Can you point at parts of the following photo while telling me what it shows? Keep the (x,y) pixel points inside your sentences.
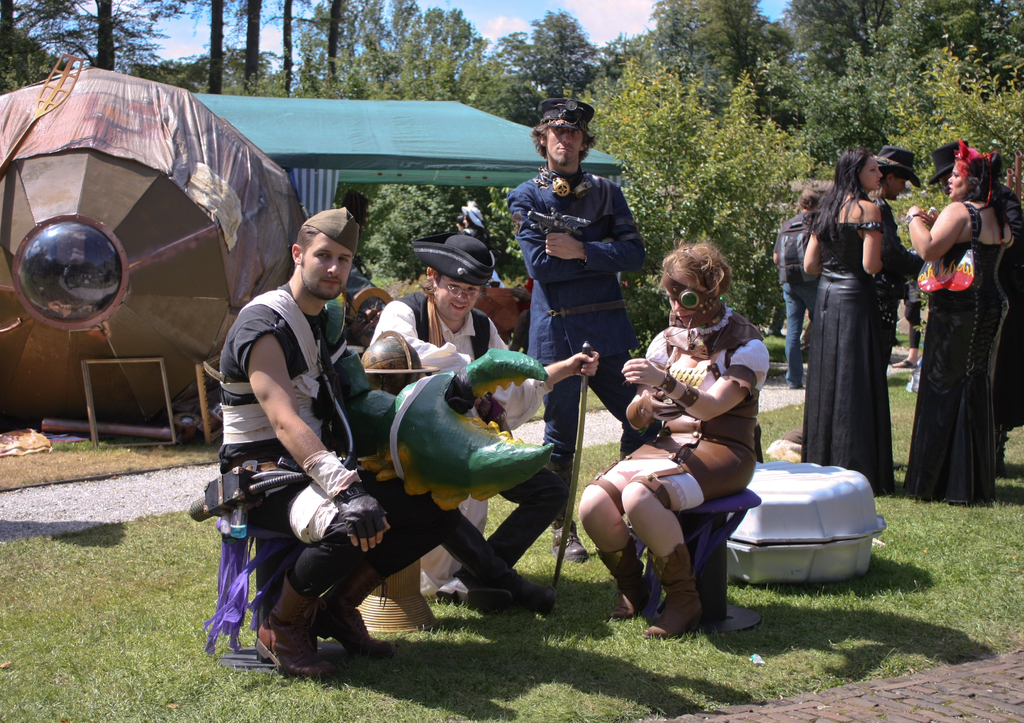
There are three persons (448,544) sitting on the chairs (224,666) and this is grass (613,672). In the background (849,266) we can see few persons (849,266), tent (498,180), trees (36,51), and sky (541,18).
